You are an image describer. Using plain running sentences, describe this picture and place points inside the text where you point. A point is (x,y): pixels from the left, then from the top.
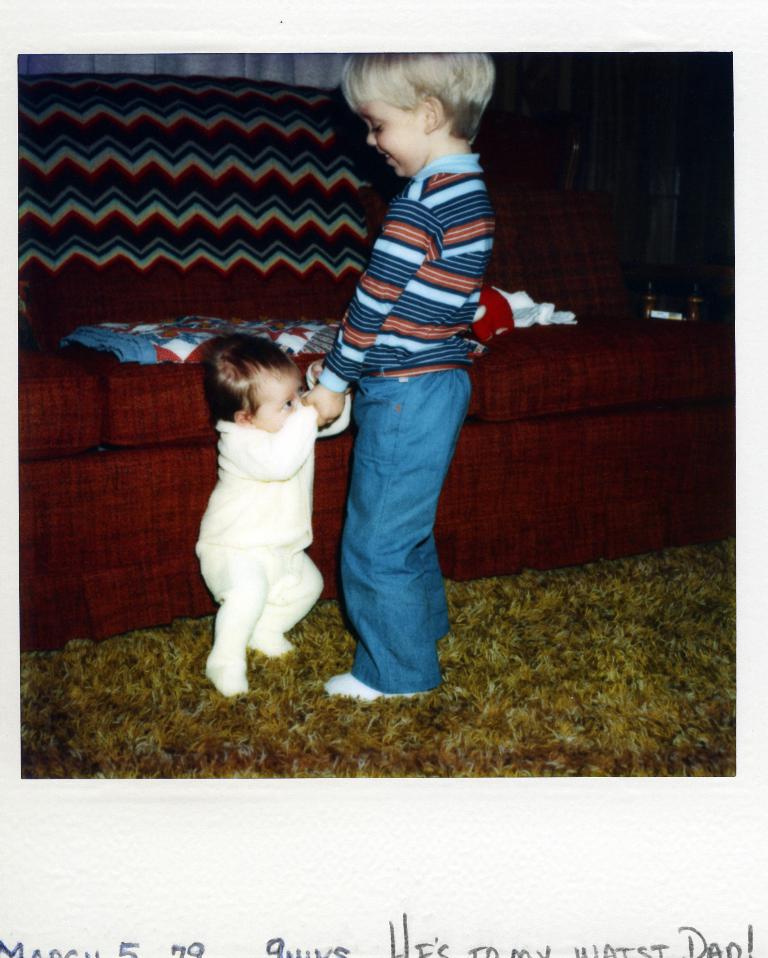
In this picture I can see there is a boy (427,167) and a infant (219,669) standing here on the carpet (328,717) and there is a couch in the backdrop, the boy (401,369) is holding the hands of infant (280,512).
